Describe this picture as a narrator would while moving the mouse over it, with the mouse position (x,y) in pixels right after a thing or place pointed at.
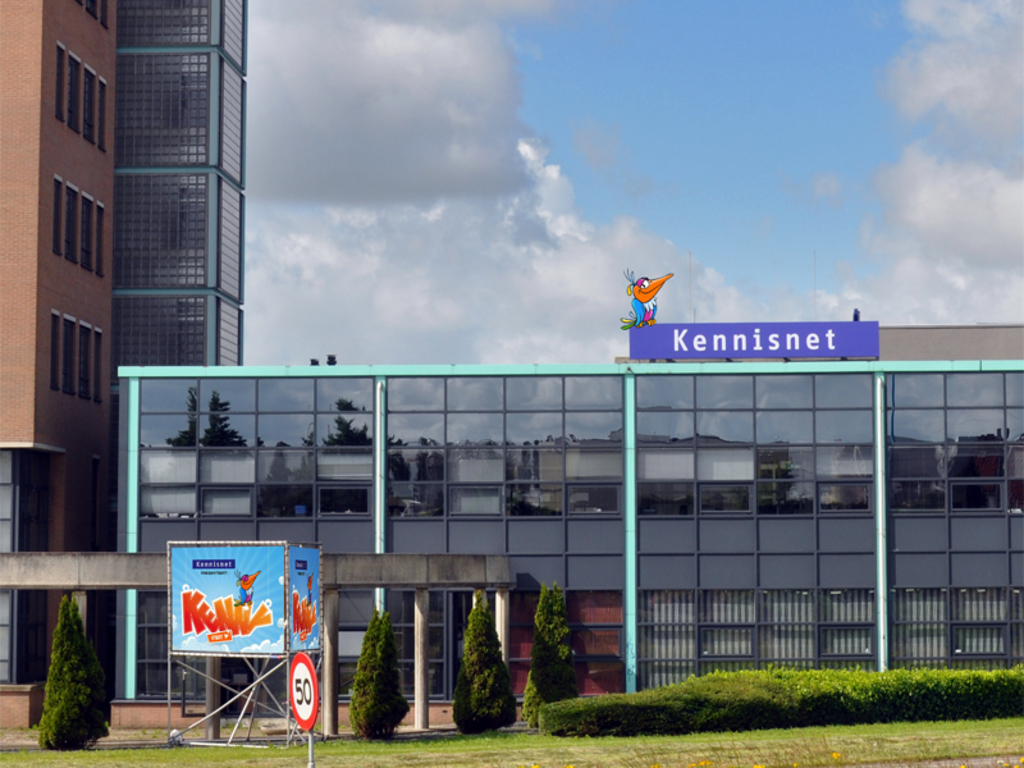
In this image there are buildings (157,379). In front of the buildings (515,646) there are trees (78,684), hedges (718,711) and grass (458,751) on the ground (153,728). There is a board (233,621). To the right (787,342) there is a board (718,338) with text (710,337) on the building (681,361). At the top (429,154) there is the sky (456,166).
